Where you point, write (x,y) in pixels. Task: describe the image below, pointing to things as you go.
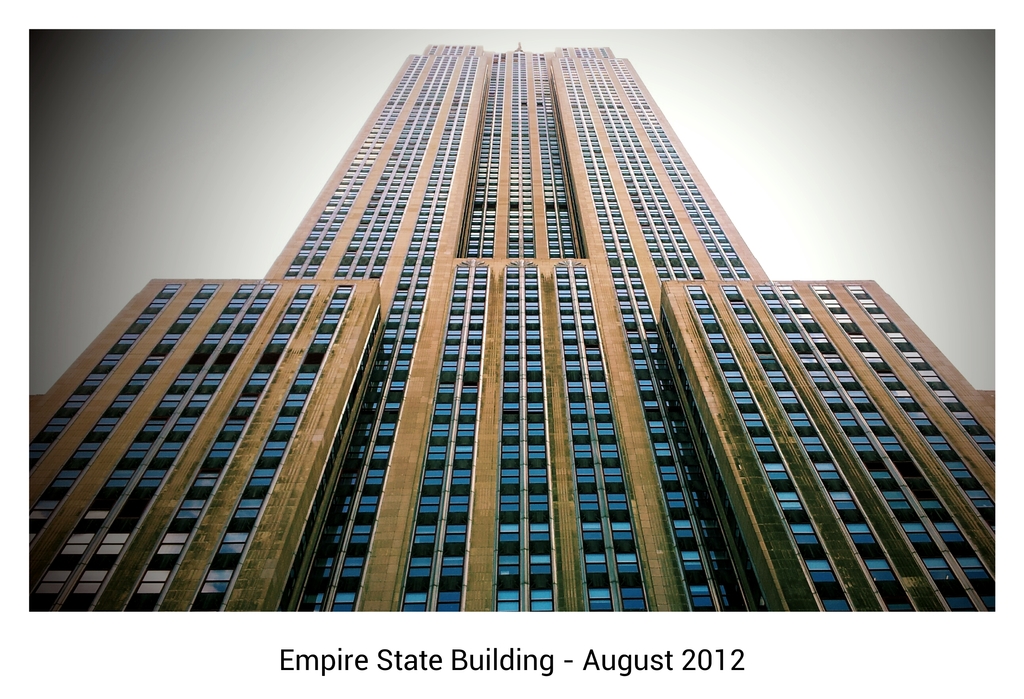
In the center of the image (482,356) there is a building (490,274), wall (463,178), glass (477,193) and a few other objects (592,360). At the bottom of the image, we can see some text (290,654). In the background (923,47), we can see it is blurred.
